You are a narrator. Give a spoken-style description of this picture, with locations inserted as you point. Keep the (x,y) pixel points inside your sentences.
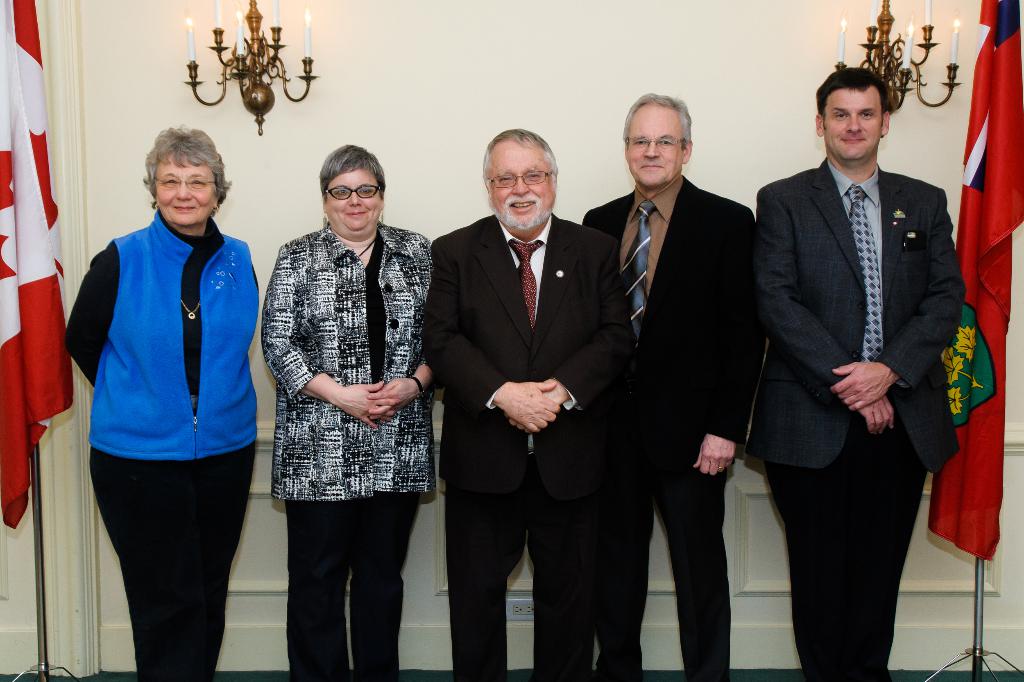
In this image I can see few people (538,274) standing and wearing different color dresses (441,293). I can see flags (35,315) on both-sides. Back I can see a white wall (503,76) and candles (275,79) is attached to the wall (132,216).
